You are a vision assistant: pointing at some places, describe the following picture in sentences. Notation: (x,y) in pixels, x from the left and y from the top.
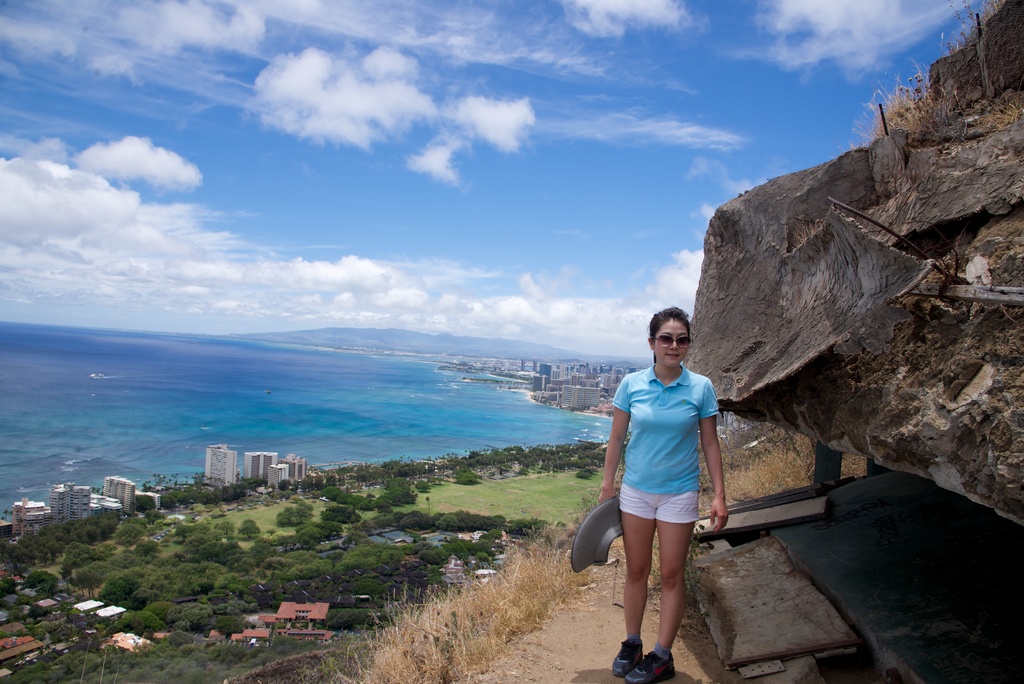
In this picture I can see a woman (639,561) standing and she is holding something in her hand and I can see a rock (802,401) on the right side of the picture (771,228) and I can see few buildings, trees (159,621) and grass (526,556) and I can see water (321,411) and a blue cloudy sky (337,157).
